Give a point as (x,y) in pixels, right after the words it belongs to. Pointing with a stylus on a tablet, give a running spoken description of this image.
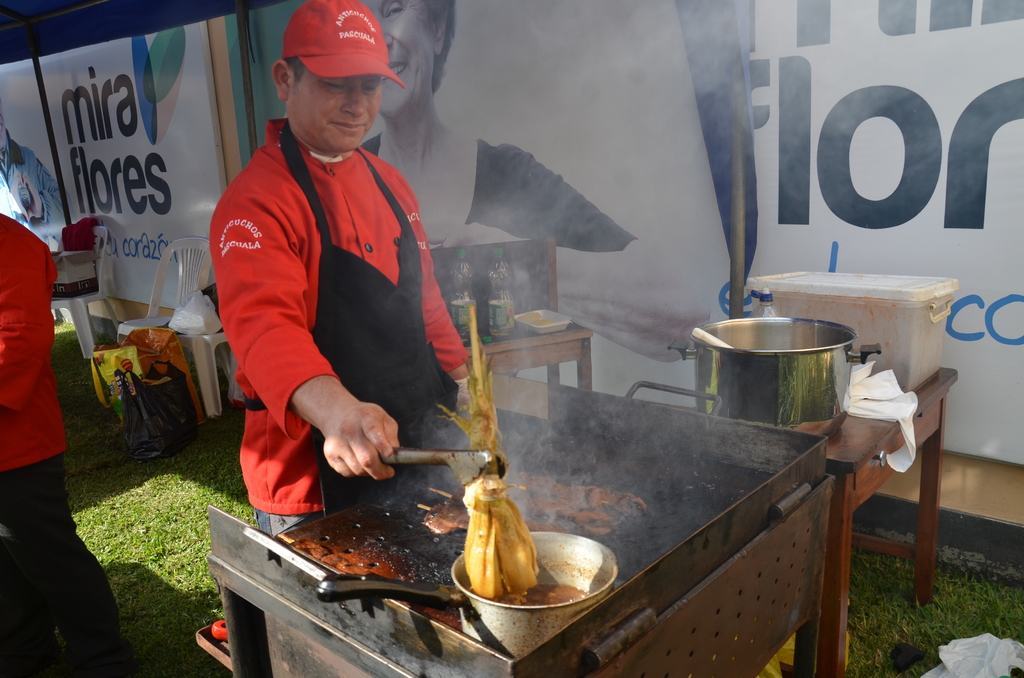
In this image we can see a man (351,318) standing on the ground (192,481) and cooking on the barbeque pan (598,515). In the background (558,96) we can see advertisements (611,108), utensils (820,345), disposable bottles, chairs (167,318), polythene covers (130,368) and an another man (39,435) standing on the ground (81,402).
